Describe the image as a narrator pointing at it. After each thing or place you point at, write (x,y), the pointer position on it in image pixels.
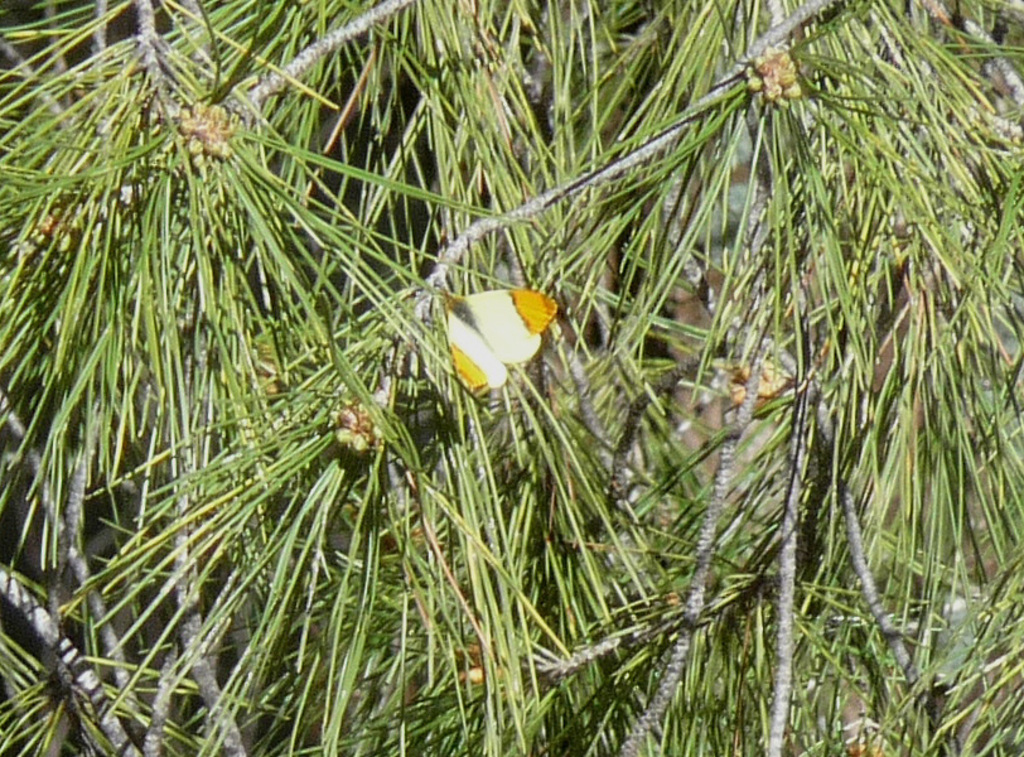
In this picture we can see a butterfly (460,327) and plants (359,341).
